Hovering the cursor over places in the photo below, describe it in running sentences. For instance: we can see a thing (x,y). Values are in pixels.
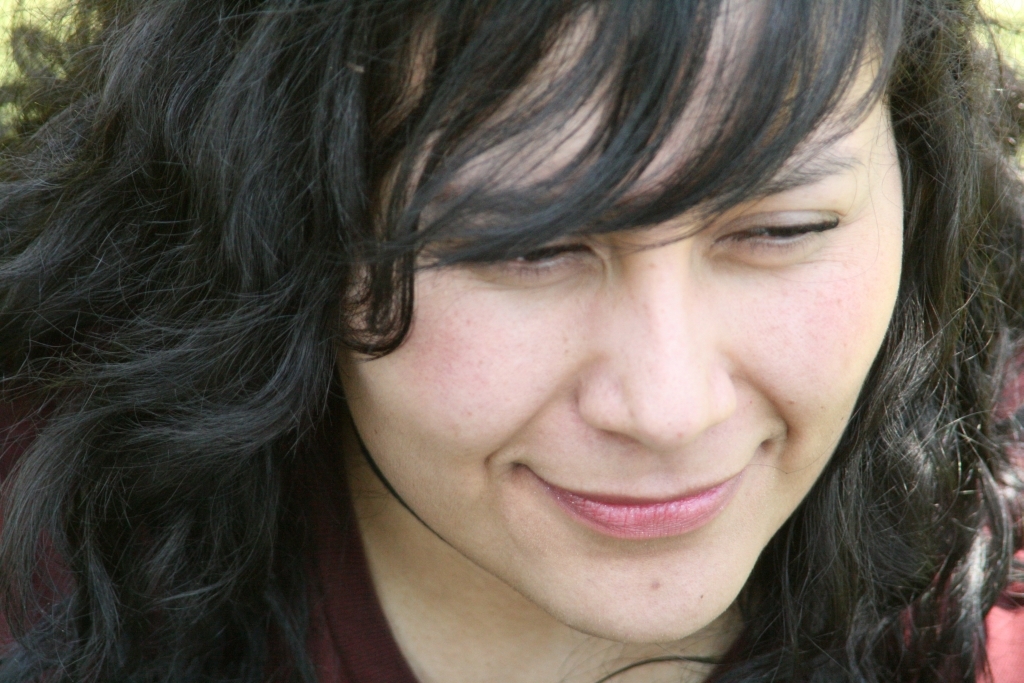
In this image there is a person (481,354) with loose hair (160,437). In background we can see the greenery (1003,113).
